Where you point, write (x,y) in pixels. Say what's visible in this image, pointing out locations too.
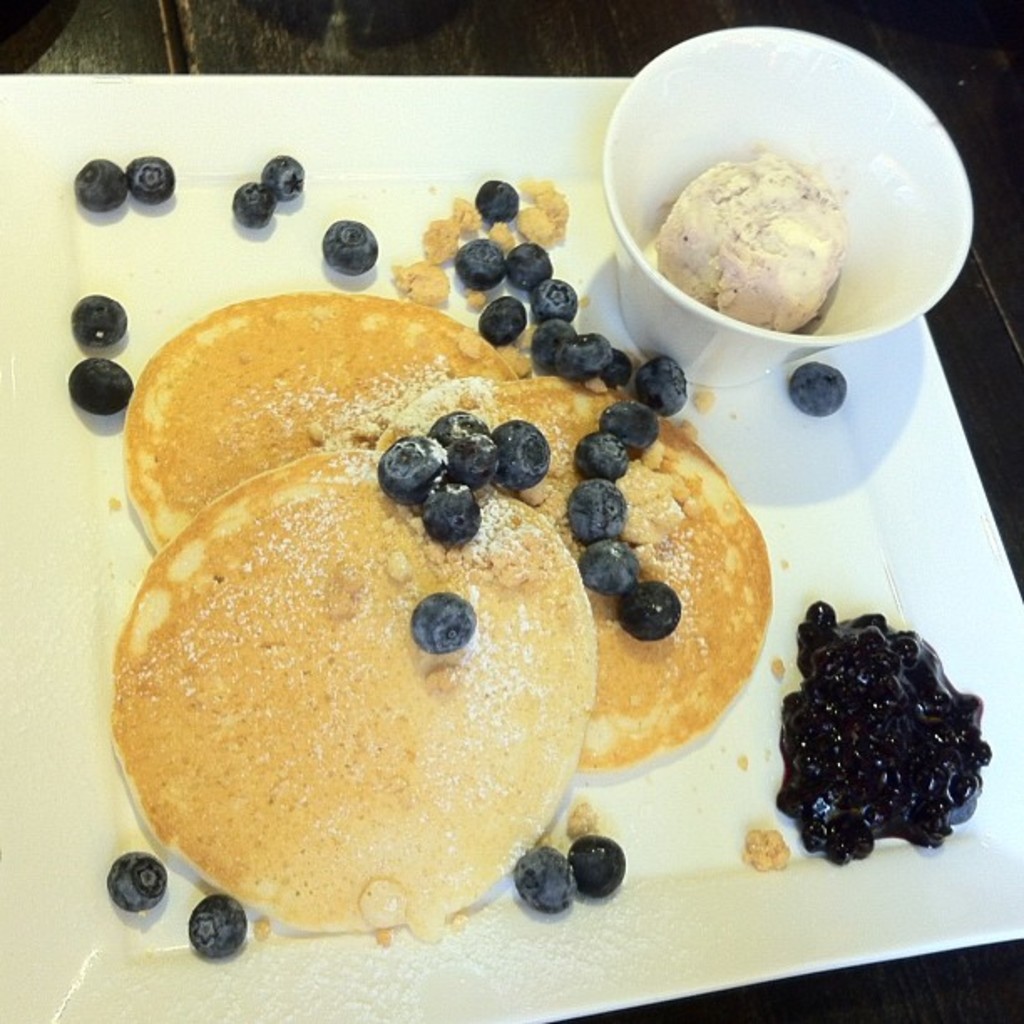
In this picture we can see some food items (419,698) and a cup (700,320) on the white plate (699,806). In the cup (714,319) there is food (724,226).
